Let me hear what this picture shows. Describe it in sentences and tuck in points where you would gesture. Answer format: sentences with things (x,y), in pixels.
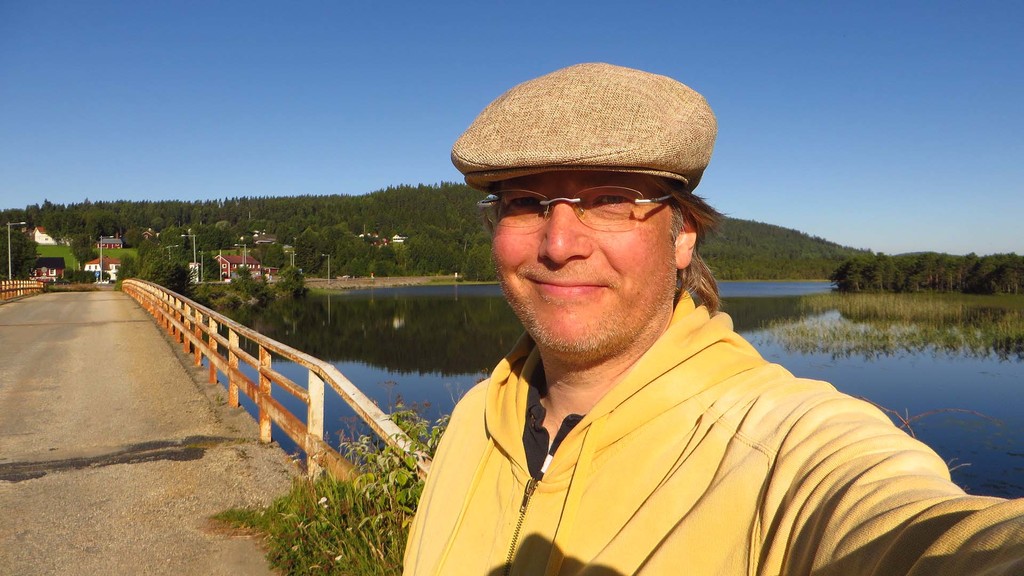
Here in this picture we can see a person (564,311) standing over a place (108,296) and we can see he is wearing a cap (591,119) and spectacles (586,202) on him and smiling over there and behind him we can see a wooden railing (310,362) present and we can see water (306,299) present all over there and we can see plants (392,483) and trees (202,300) also present and in the far we can see mountains (722,251) that are covered with plants (348,244) and trees (286,214) all over there and in the far we can see light posts (102,280) present and we can also see houses (97,267) present over there and we can see the sky (290,98) is clear over there.
